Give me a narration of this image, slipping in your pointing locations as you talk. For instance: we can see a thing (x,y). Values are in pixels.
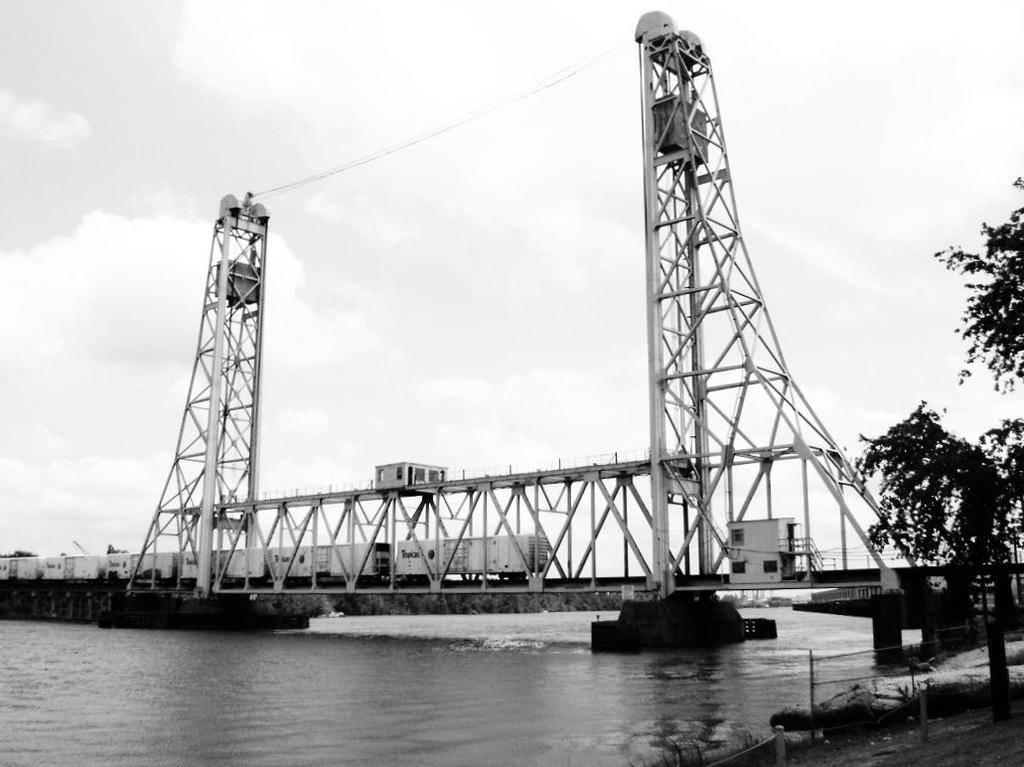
It is a black and white image. In this image we can see the bridge (612,582) with towers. We can also see the train (344,545). In the background (543,277) there is a cloudy sky (507,190) and at the bottom (385,621) we can see the river (433,700). On the right (962,457) there are trees (982,509).
